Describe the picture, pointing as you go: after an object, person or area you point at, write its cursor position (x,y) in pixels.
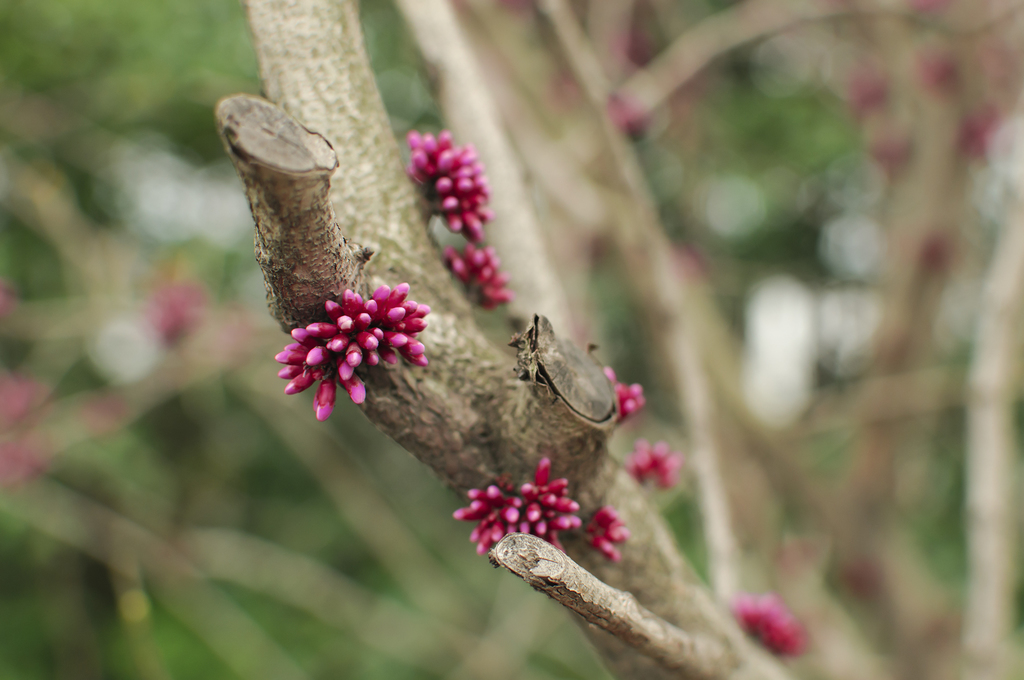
There is a branch (404,231) of a tree (491,300) which is having pink color flowers (497,507) and the background (295,629) is blurred.
